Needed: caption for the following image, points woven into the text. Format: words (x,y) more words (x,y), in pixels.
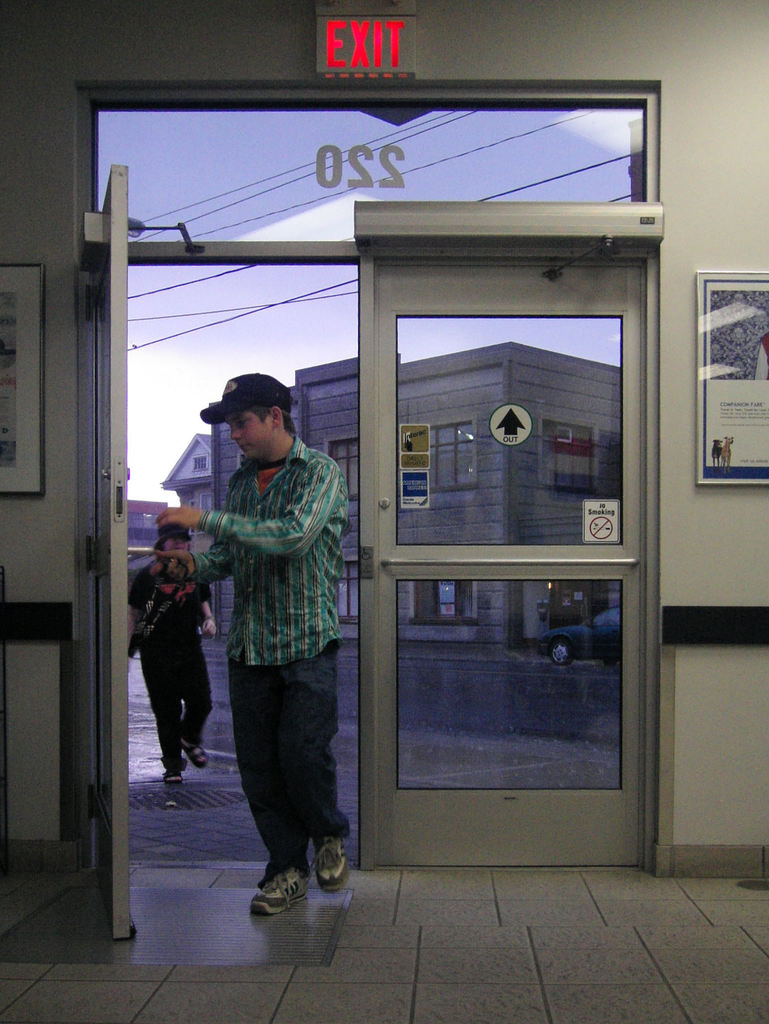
In this picture there is a person (247,711) wearing green color shirt (250,513) and a black color cap (246,394) on his head (260,416). I can observe doors (471,581). There is a road (437,685). On the right side (740,375) I can observe photo frame (717,365) fixed to the wall (681,430). In the background (341,448) there are buildings (179,480) and a sky (283,328).
